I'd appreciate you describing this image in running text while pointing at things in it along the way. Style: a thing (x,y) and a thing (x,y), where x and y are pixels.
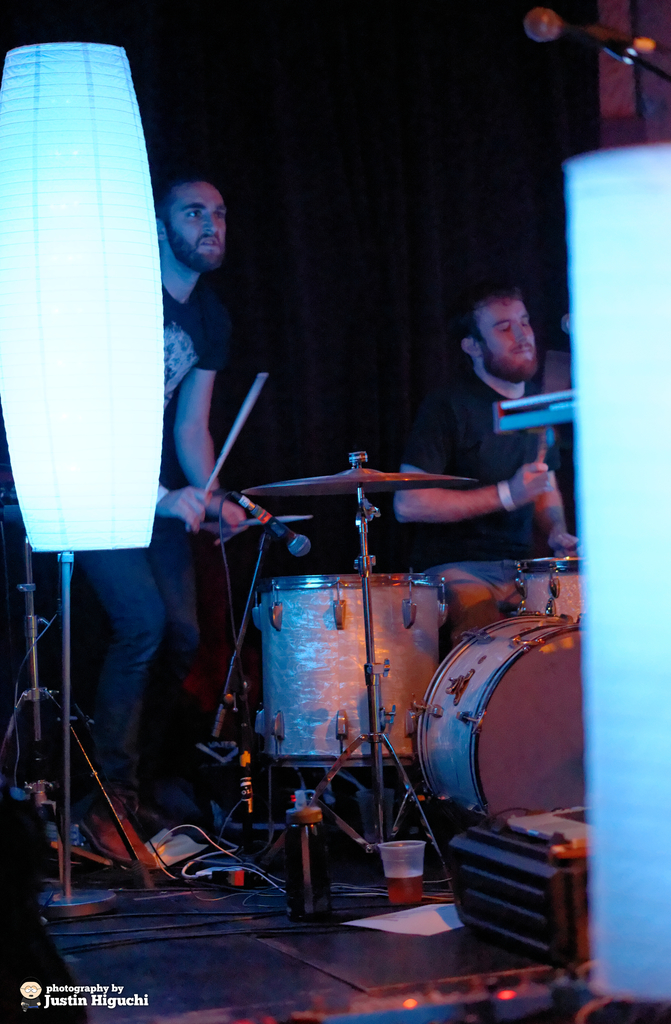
In this image we can see some musical instruments (569,670) on the stage (126,900), some microphones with stands (241,650) on the stage (106,966), one water bottle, one glass (404,860) with drink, one paper (420,913), two lights (652,185), some wires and some objects (230,775) are on the stage (90,959). Left side of the image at the corner some text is there, two people (99,826) playing musical instruments (544,579) on the stage (343,965) and backside of these persons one big black curtain (29,10) attached to the wall (632,93).
